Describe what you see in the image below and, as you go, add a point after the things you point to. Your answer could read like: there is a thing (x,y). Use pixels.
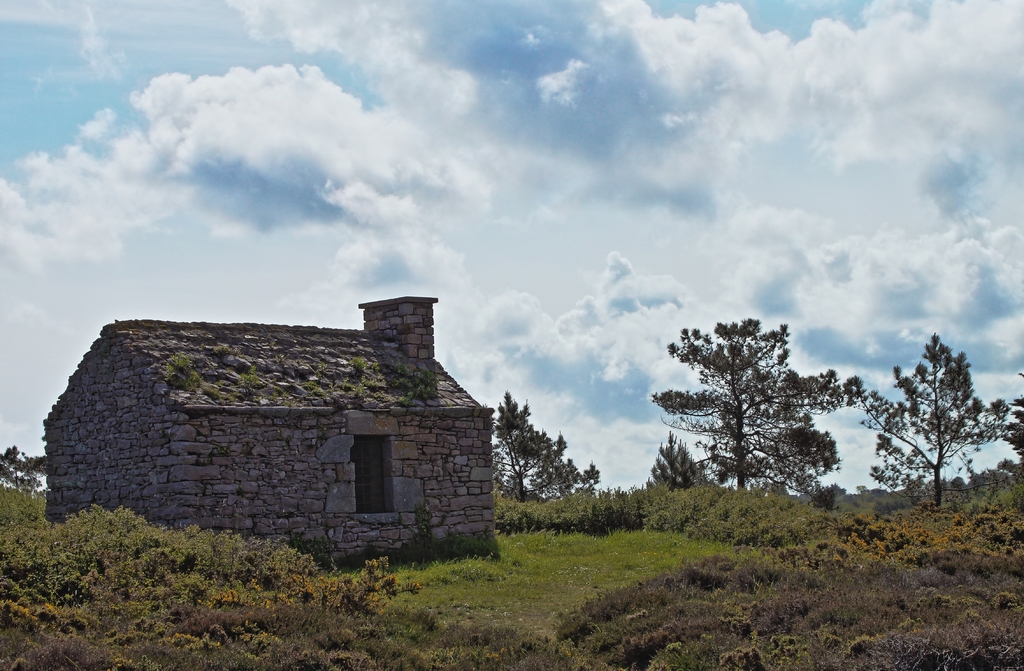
In this picture there is pebbles house (156,439) on the left side of the image (80,472) and there is greenery (301,584) around it.
